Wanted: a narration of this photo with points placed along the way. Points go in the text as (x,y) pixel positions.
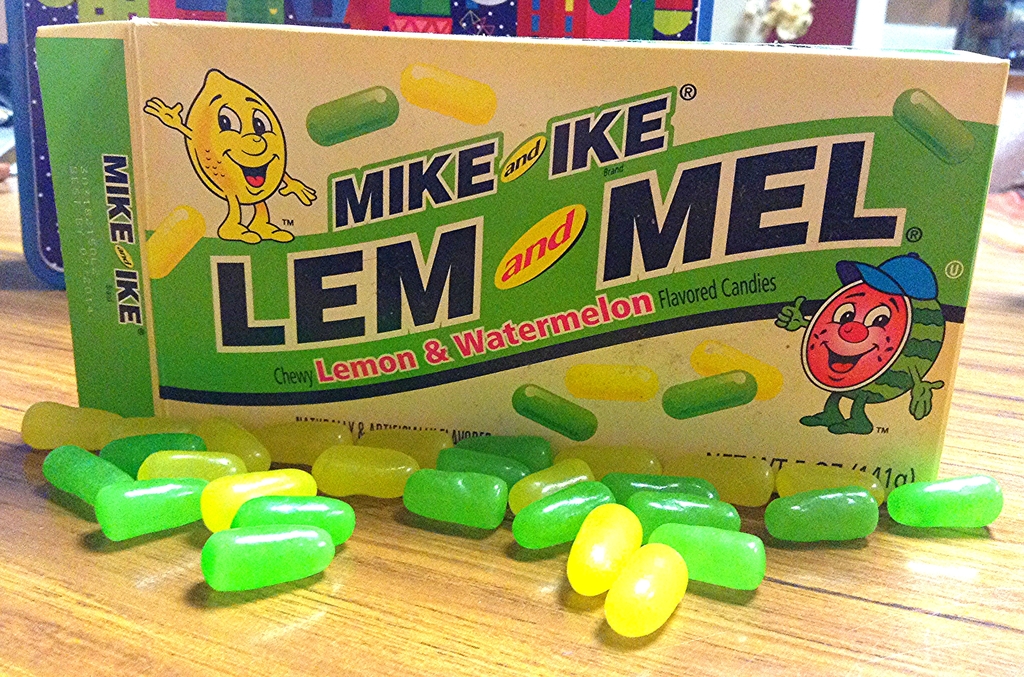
In this image we can see the flavored candies pack (579,288). We can also see the candies (524,521) on the wooden surface (998,550). In the background (477,22), we can see some objects (593,18).
